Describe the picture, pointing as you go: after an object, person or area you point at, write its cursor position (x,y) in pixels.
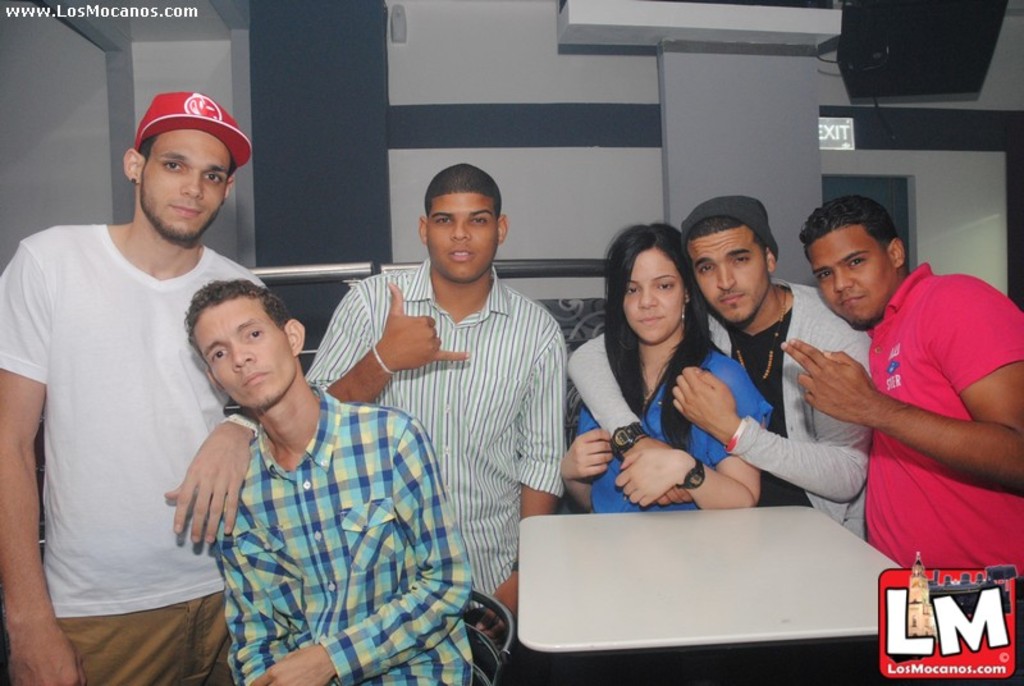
There are group of people (389,396) standing. This is a table (685,600) which is white in color. At background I can see an exit board (825,131).
